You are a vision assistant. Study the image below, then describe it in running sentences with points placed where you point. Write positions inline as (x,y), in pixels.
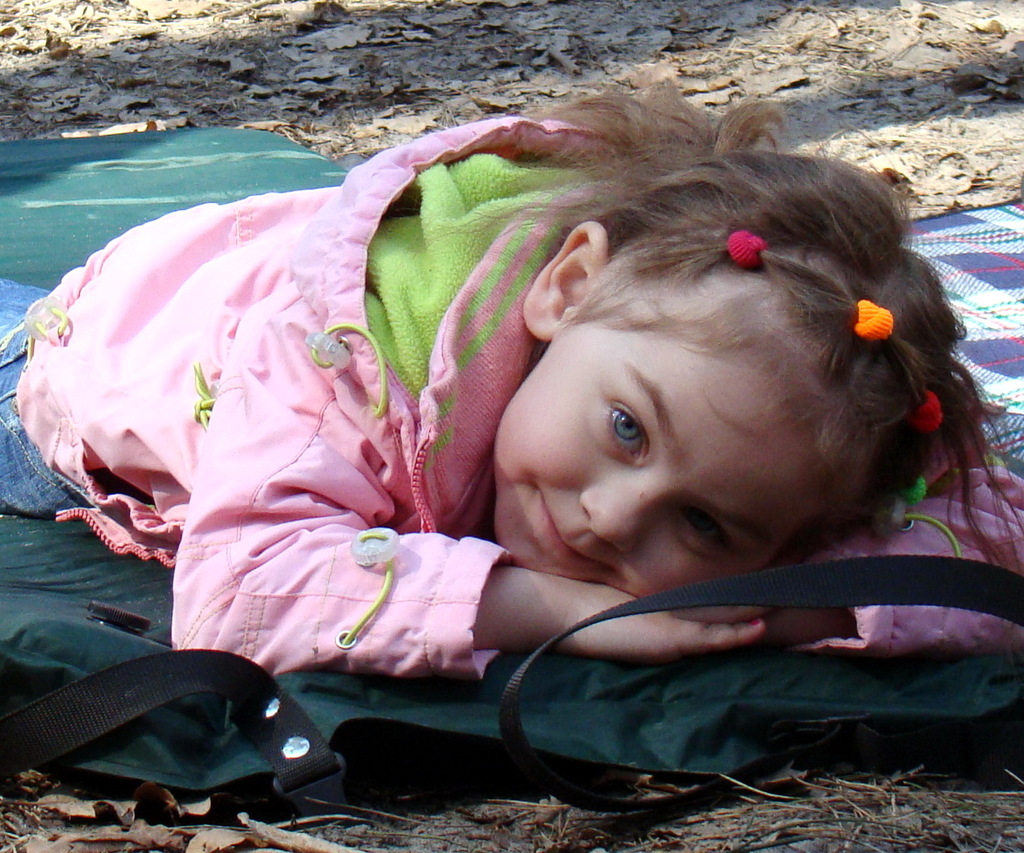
In this picture we can see clothes (680,730), dried leaves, sticks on the ground (961,5), here we can see a girl (725,543) and she is smiling.
